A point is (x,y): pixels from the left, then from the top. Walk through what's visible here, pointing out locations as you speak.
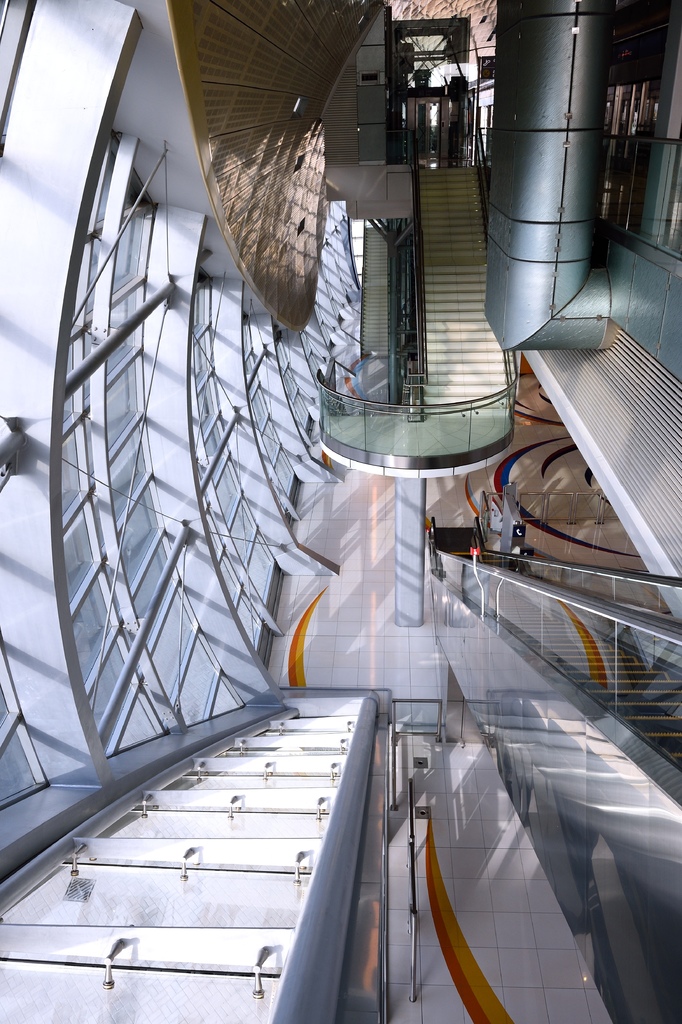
In this image we can see inside view of a mall (271,605) in which there are some stairs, escalator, lift (415,24) and some glass windows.
